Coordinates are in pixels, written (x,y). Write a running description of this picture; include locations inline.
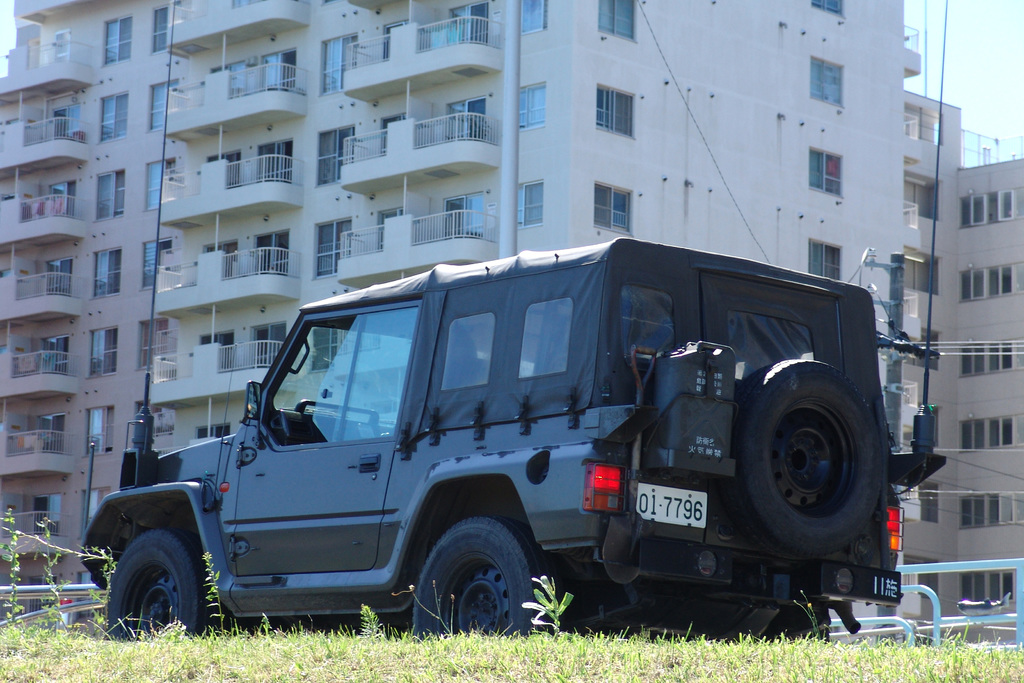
In this image I can see few buildings (445,146), windows (824,7), green grass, railing (501,136), current pole (518,39), wires (937,342) and black vehicle (491,296).
